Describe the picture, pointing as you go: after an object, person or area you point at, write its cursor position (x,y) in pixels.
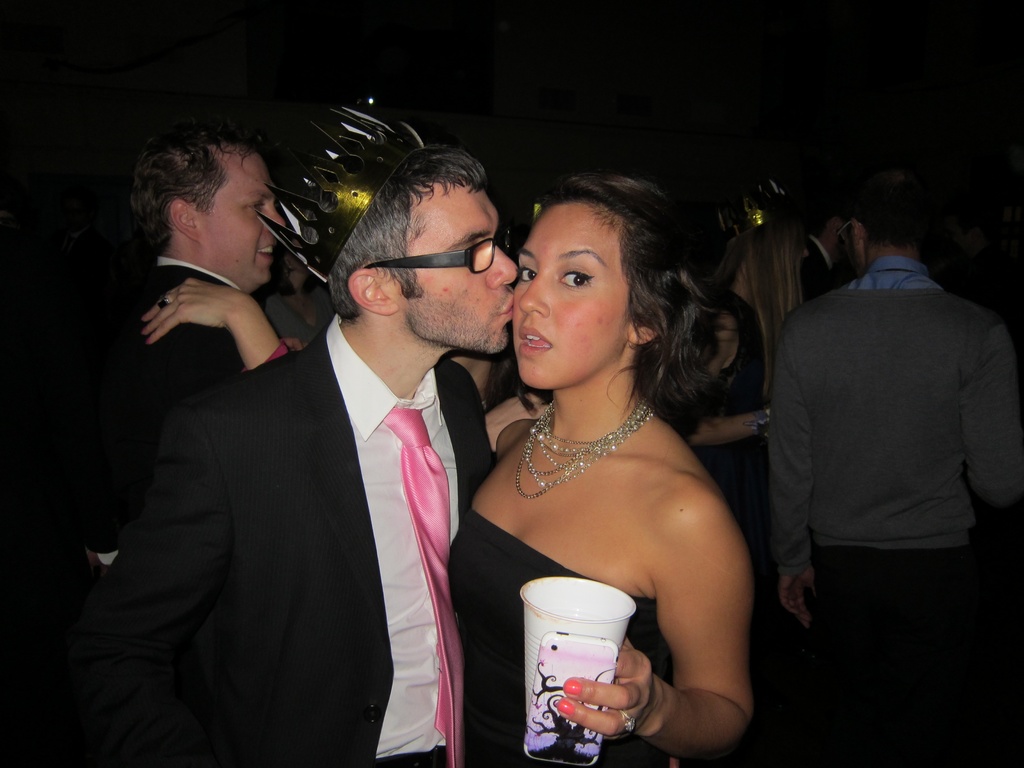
In this image we can see a few people (488,422), two of them are wearing crowns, one man (341,304) is kissing a woman (709,501), she is holding a glass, and a cell phone (603,673), and the background is dark.
